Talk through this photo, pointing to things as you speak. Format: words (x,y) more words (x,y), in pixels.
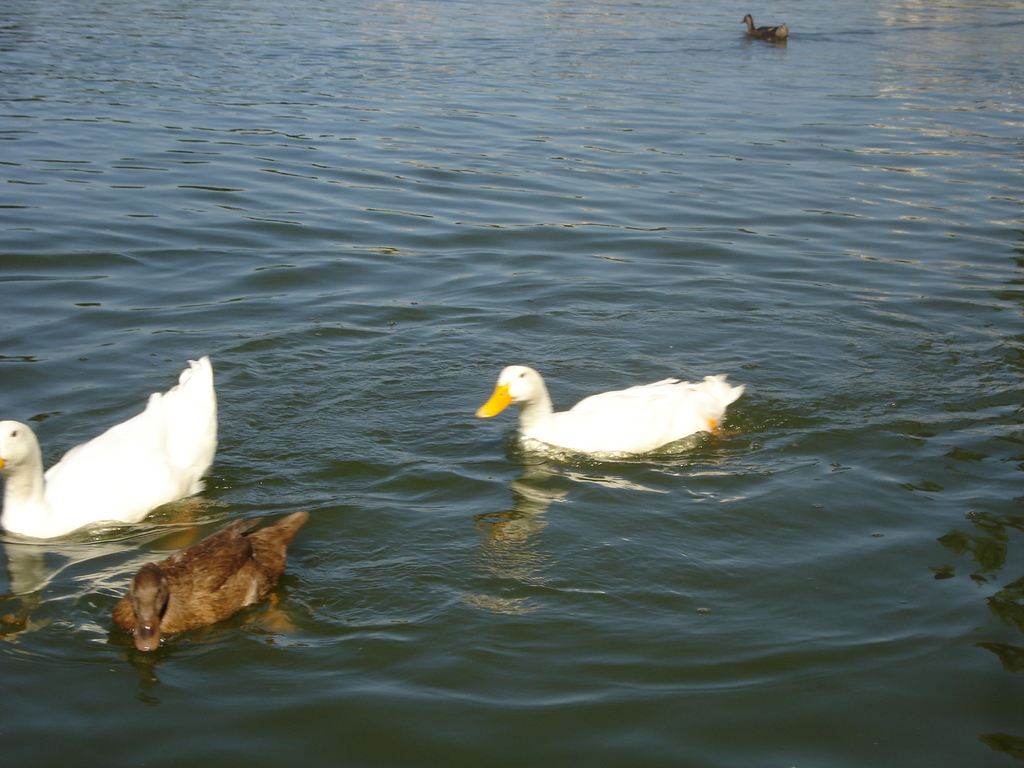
In this image I can see the water (624,167) and on the surface (710,193) of the water (659,187) I can see few birds (635,412) which are white, black and brown in color.
